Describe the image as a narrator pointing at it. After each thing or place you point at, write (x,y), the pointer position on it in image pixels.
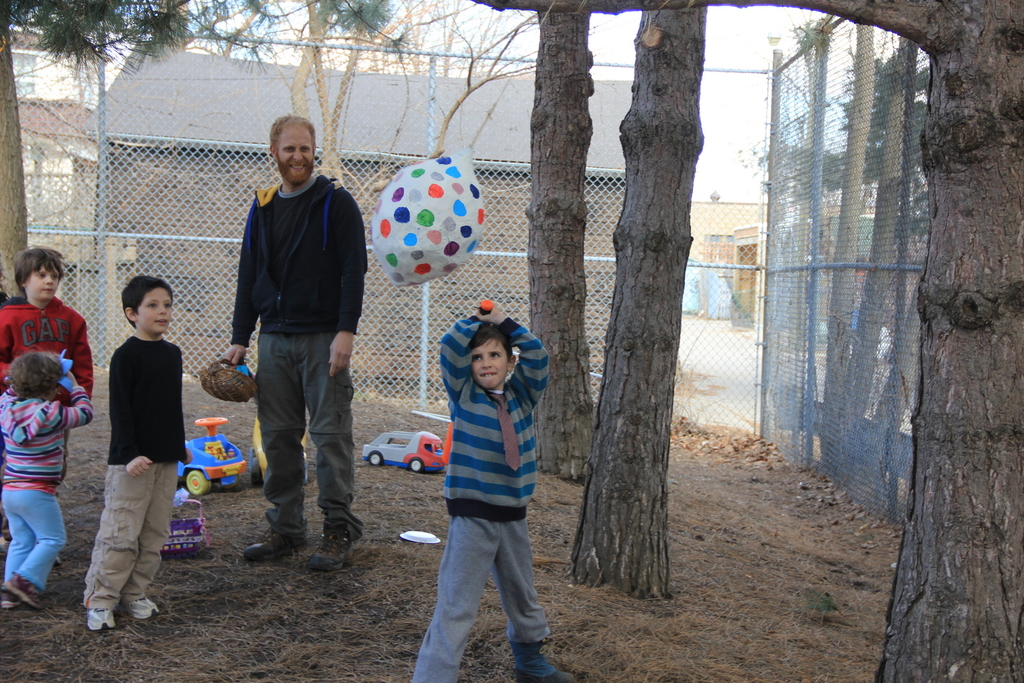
In this picture we can see a group of people (478,430) on the ground (244,438) and in the background (436,392) we can see a fence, trees (683,116).
